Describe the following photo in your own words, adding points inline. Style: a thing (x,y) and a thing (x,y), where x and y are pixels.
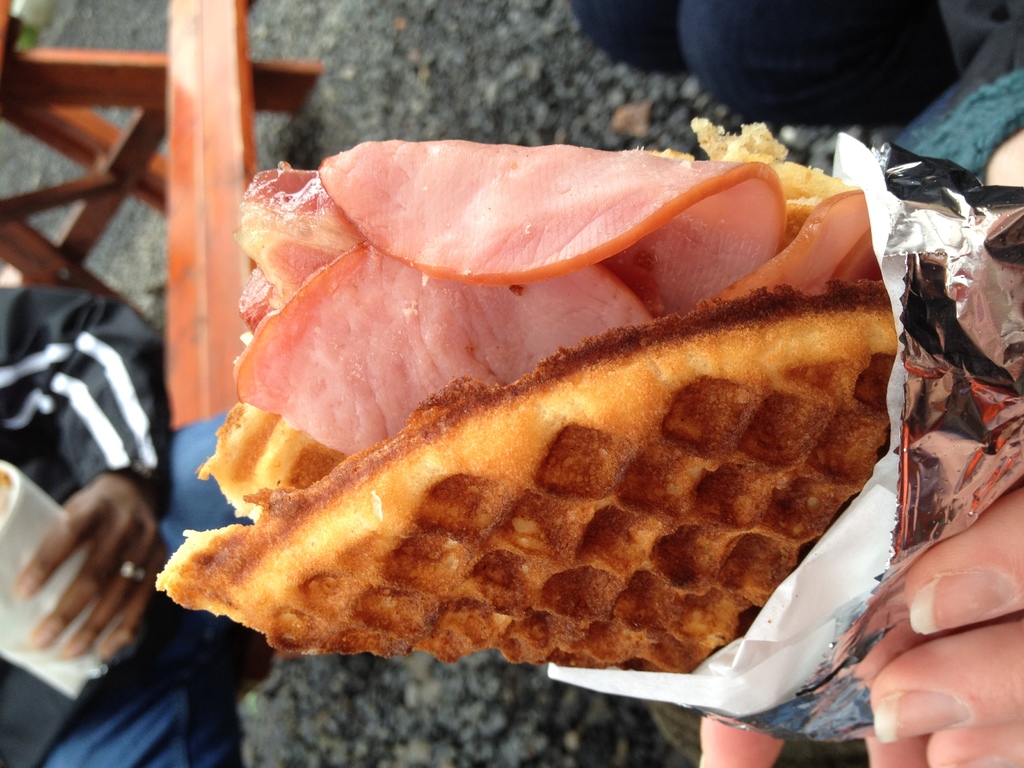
This is the waffle (526,412) with meat (533,267) and few other ingredients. This waffle (802,486) is covered with a silver foil paper (929,455). I can see a person's hand (978,642) holding the waffle (807,498). This looks like a wooden bench (189,353). I can see another person (142,441) holding an object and sitting on the bench (174,317).
